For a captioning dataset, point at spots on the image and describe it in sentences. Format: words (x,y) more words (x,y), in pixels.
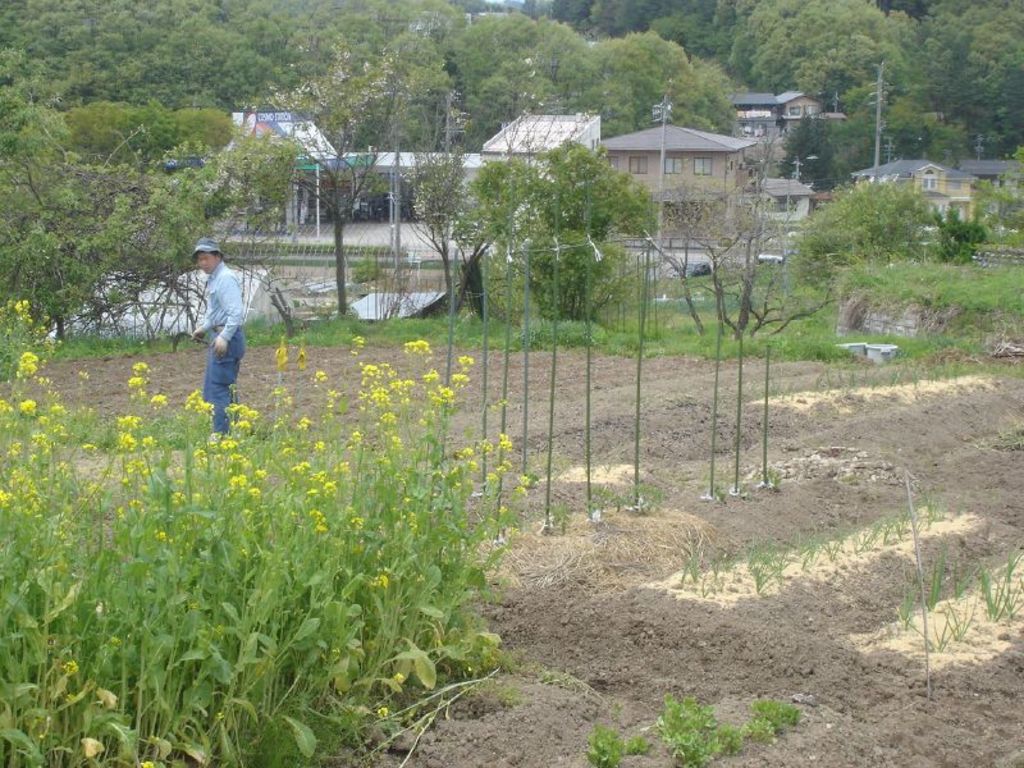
In this image I can see plants (120,438) and poles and a person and houses (835,116) and trees (848,110).
